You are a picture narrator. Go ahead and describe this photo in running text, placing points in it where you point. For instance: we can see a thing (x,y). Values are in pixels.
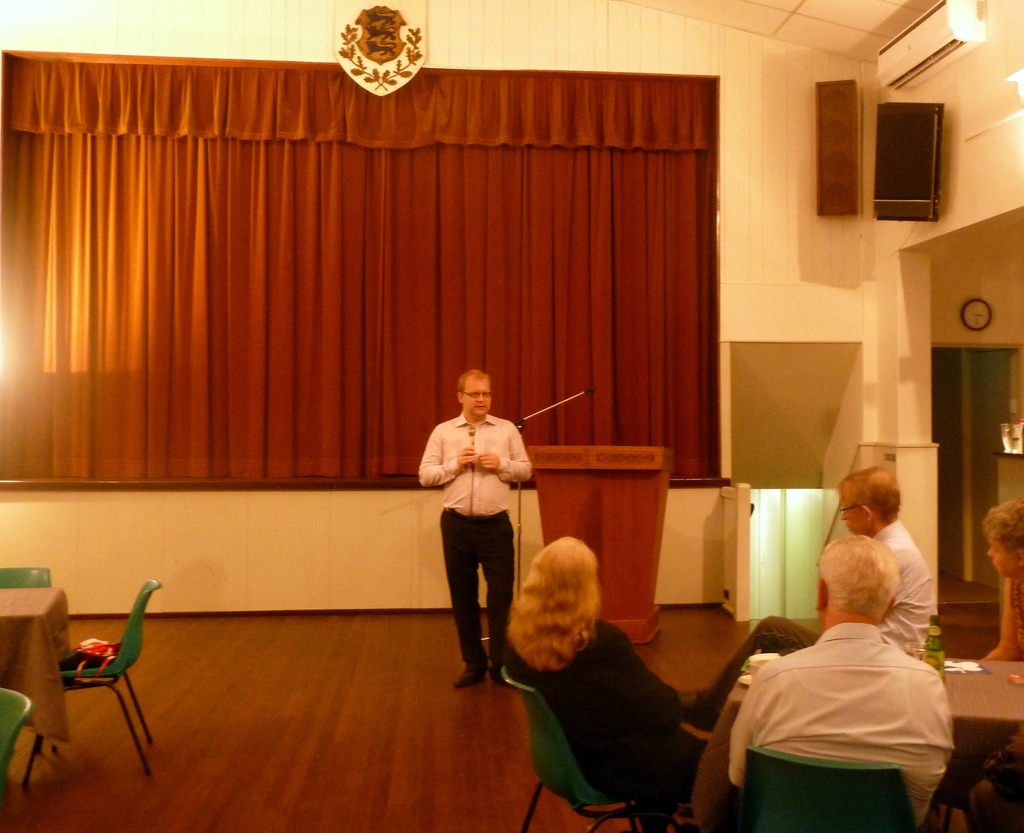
In this image on the right side (750,694) there are four people (619,674) who are sitting on a chair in front of them there is one table (952,675), on that table (962,718) there is one cloth (973,692) and on the table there is one bottle (931,658). On the left side (63,601) there is one table (38,613) and three chairs (29,581) are there. On the top of the image (439,199) there is one curtain (308,282), on the top of the right corner (893,60) there is one wall (771,45) and air conditioner (912,55) and two speakers (898,165) are there. And on the right side of the image (977,312) there is one clock (973,326) and one door (971,499) is there and in the middle of the image (471,499) there is one person (489,548) who is standing and he is holding a mike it seems that he is talking. Beside that person (488,460) there is one podium (629,501).
